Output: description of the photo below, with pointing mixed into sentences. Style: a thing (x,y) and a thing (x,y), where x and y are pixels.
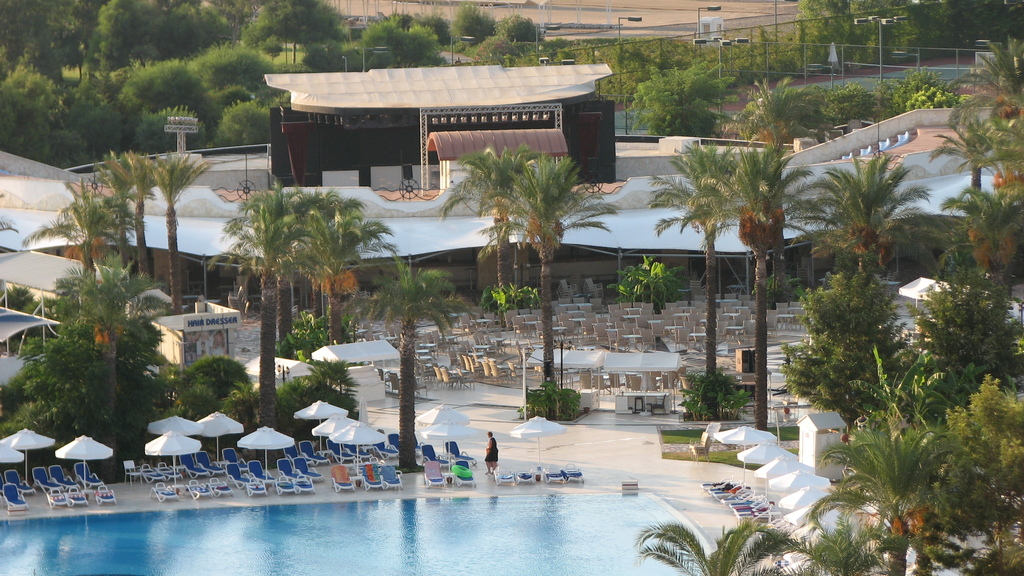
In this image I can see trees (328,283) in green color, in front (165,451) I can see few umbrellas (226,430) in white color, chairs (166,469) in blue color, swimming pool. Background I can see few light poles (727,41).
